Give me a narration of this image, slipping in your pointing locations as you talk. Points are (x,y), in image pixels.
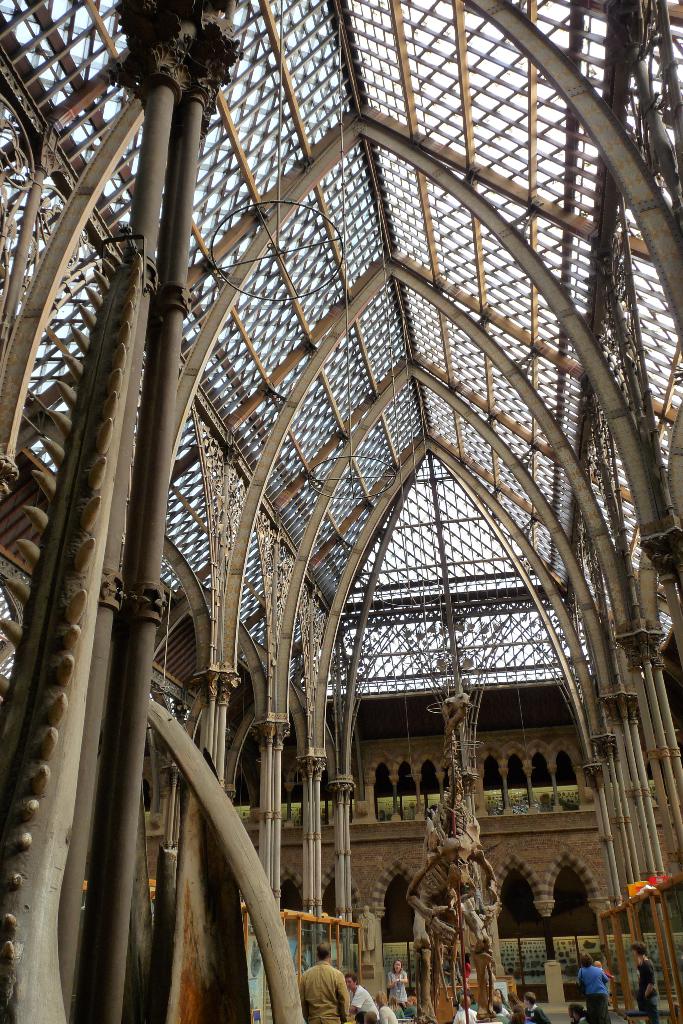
This is the picture of a building (336,582). In this image there is a skeleton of an animal (480,952) and there are group of people (336,990). In the foreground (183,188) there is a pole (146,583). At the top (277,264) there is a roof (231,219) and there is sky (336,59).
